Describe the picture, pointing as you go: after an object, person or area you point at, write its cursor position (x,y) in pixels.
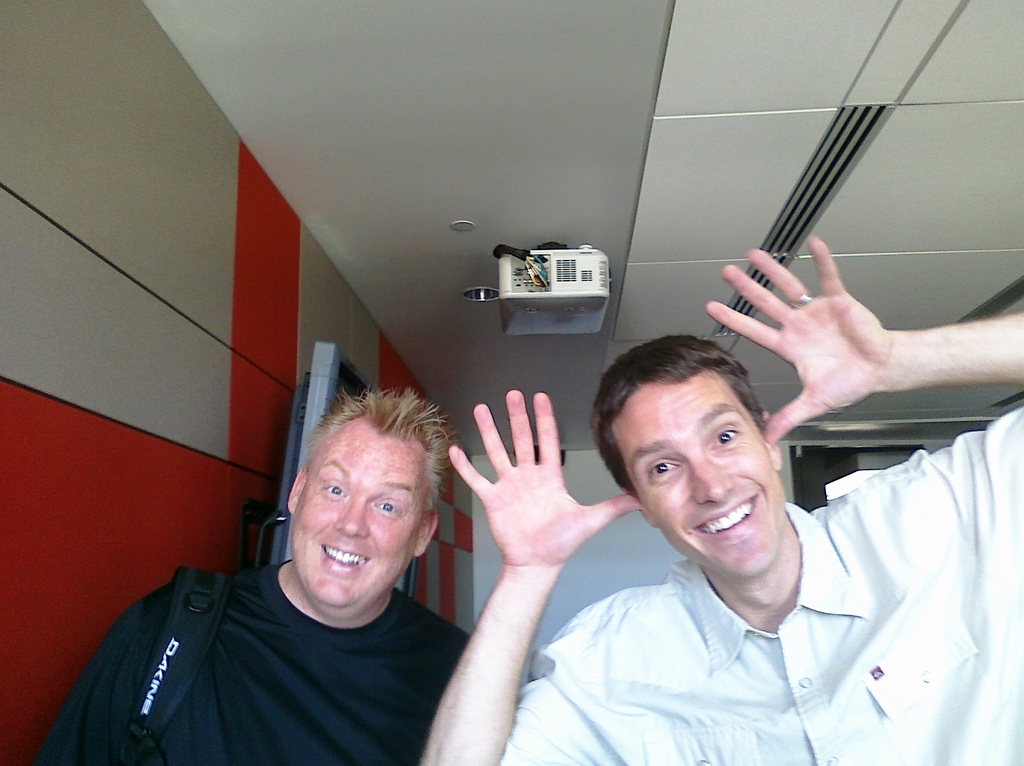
In this picture i can see two men (756,537) are smiling. The man (387,637) on the left side (277,692) i can see black color t shirt (284,678) and the man (910,599) on the right side (870,589) is wearing a shirt (735,650). In the background (533,307) i can see a projector (544,298) on the ceiling (536,222). On the left side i can see an object (304,417) attached to the wall (8,712).
